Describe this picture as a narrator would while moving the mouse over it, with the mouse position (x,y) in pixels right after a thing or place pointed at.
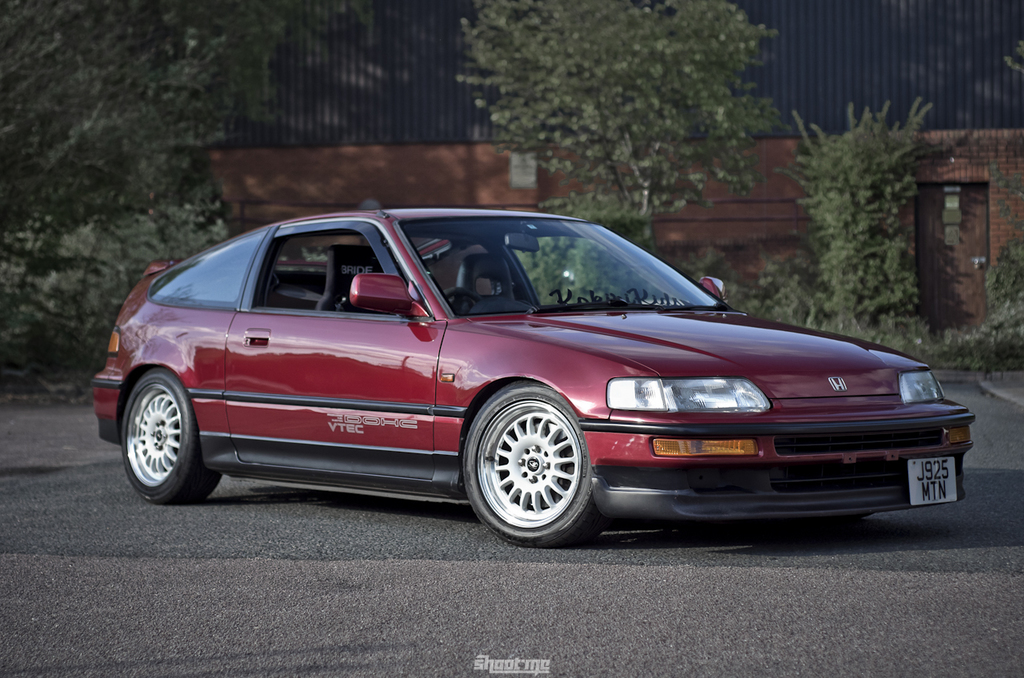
This image consists of a car (359,374) in red color. At the bottom (412,583), there is a road (355,552). In the background (680,234), there are plants (144,243) and a wall (243,188).
